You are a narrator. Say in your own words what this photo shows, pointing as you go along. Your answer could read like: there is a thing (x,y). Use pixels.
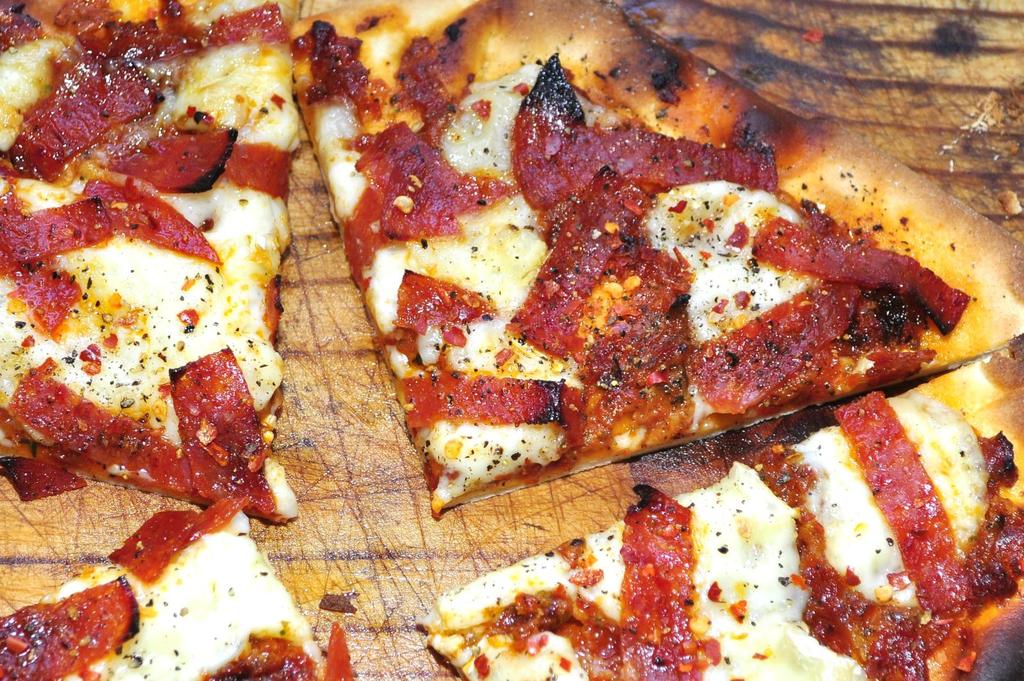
This image consist of food (433,285).
